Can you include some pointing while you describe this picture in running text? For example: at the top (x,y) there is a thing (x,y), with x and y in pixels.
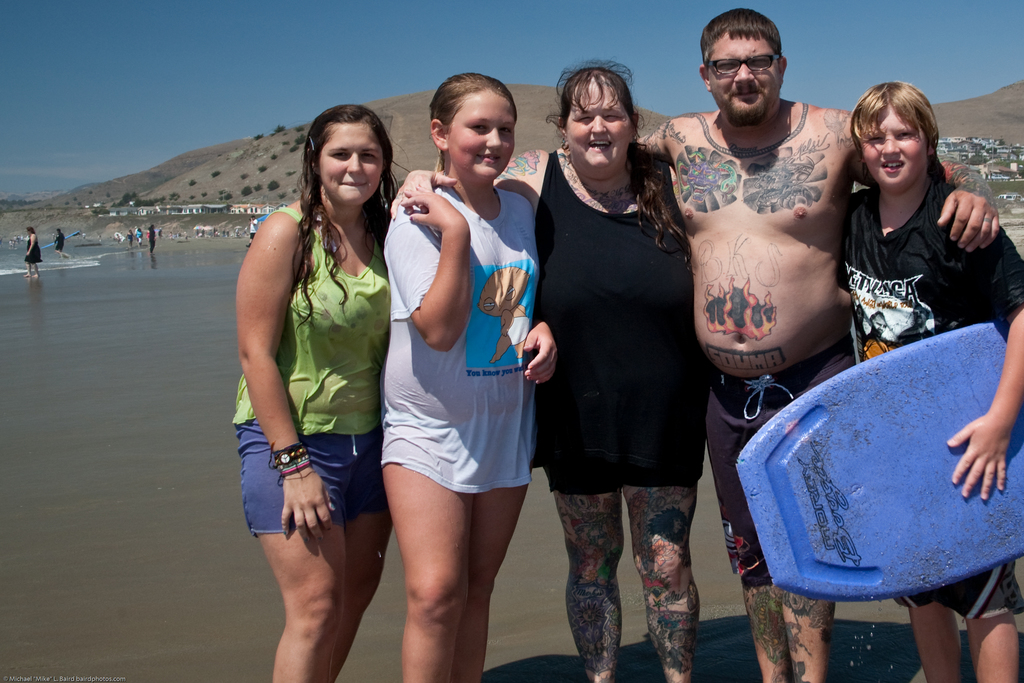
As we can see in the image there are few people (426,336) here and there, water (96,265), houses (160,214), trees (248,187), hills (424,100) and sky (783,11).
